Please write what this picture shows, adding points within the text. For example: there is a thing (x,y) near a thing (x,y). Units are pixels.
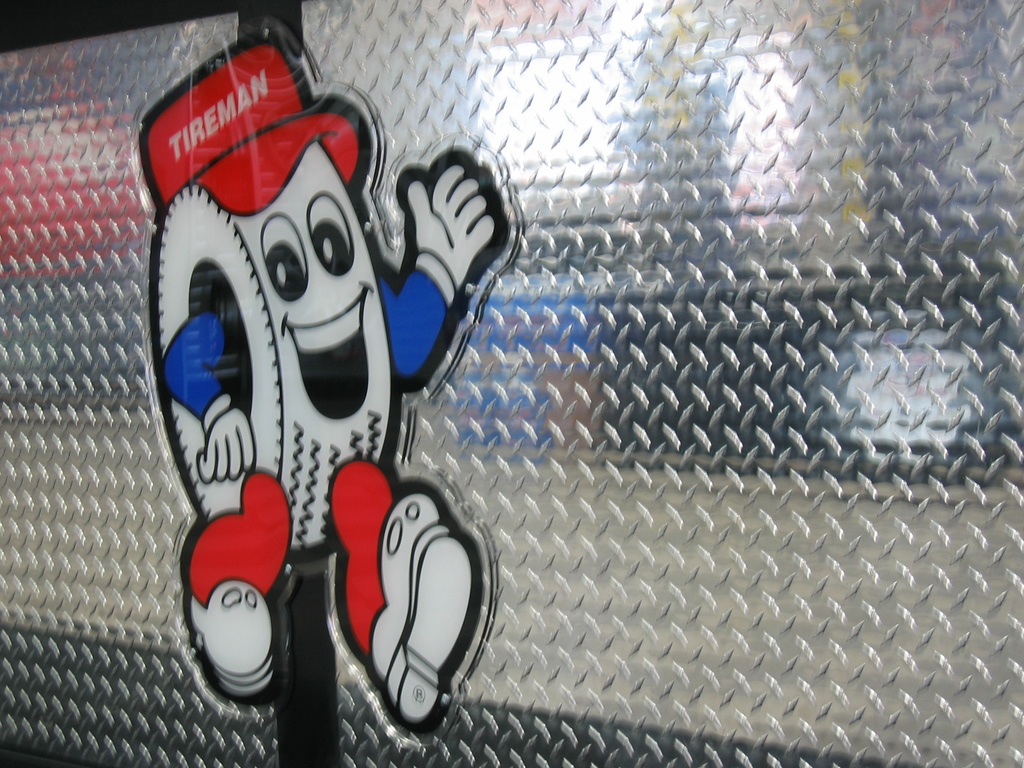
In this picture, we see the metal (830,535) on which the sticker (345,192) is placed. This sticker (269,369) is in white, blue and red color.
